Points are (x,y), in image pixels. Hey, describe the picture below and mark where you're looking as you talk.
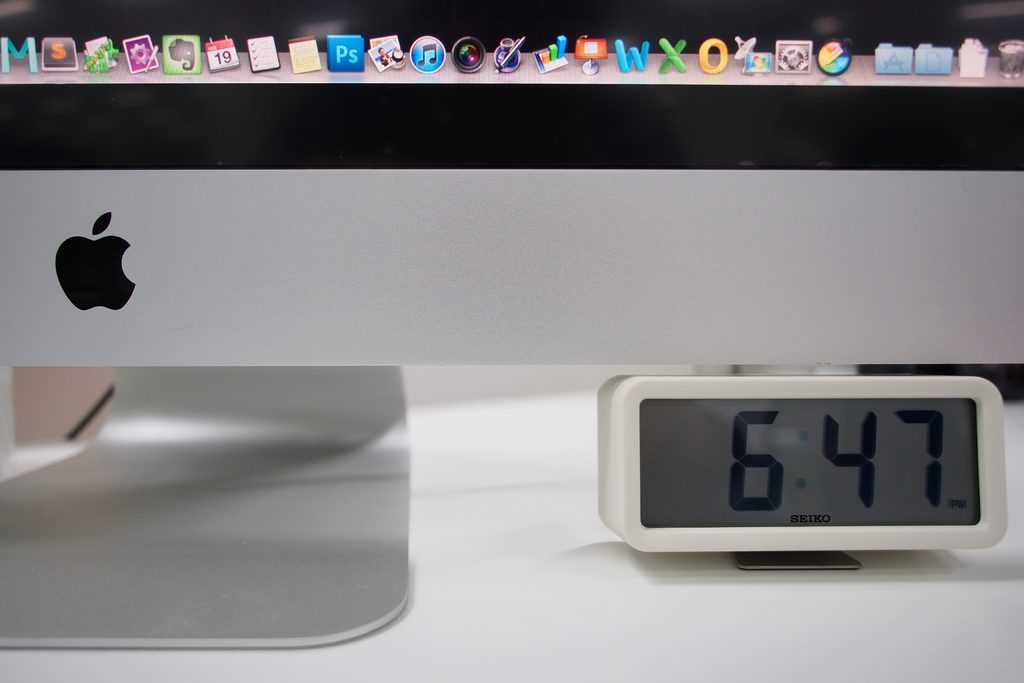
In this picture there is a computer (491,214) and there is a clock (627,402) on the table (470,562) and there are different icons (60,58) on the screen (271,24) and there is a logo (85,300) on the screen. At the back (68,376) there is a wire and there might be a wall (58,388).
